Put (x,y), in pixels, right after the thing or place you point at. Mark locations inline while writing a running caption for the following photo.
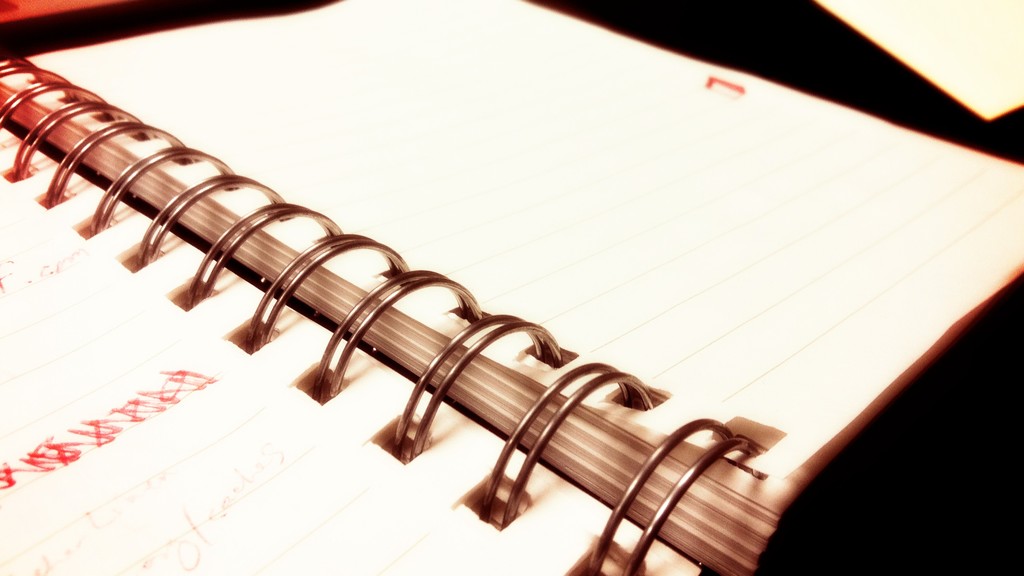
In this image I can see a book (468,199) on some black color surface (799,57).
